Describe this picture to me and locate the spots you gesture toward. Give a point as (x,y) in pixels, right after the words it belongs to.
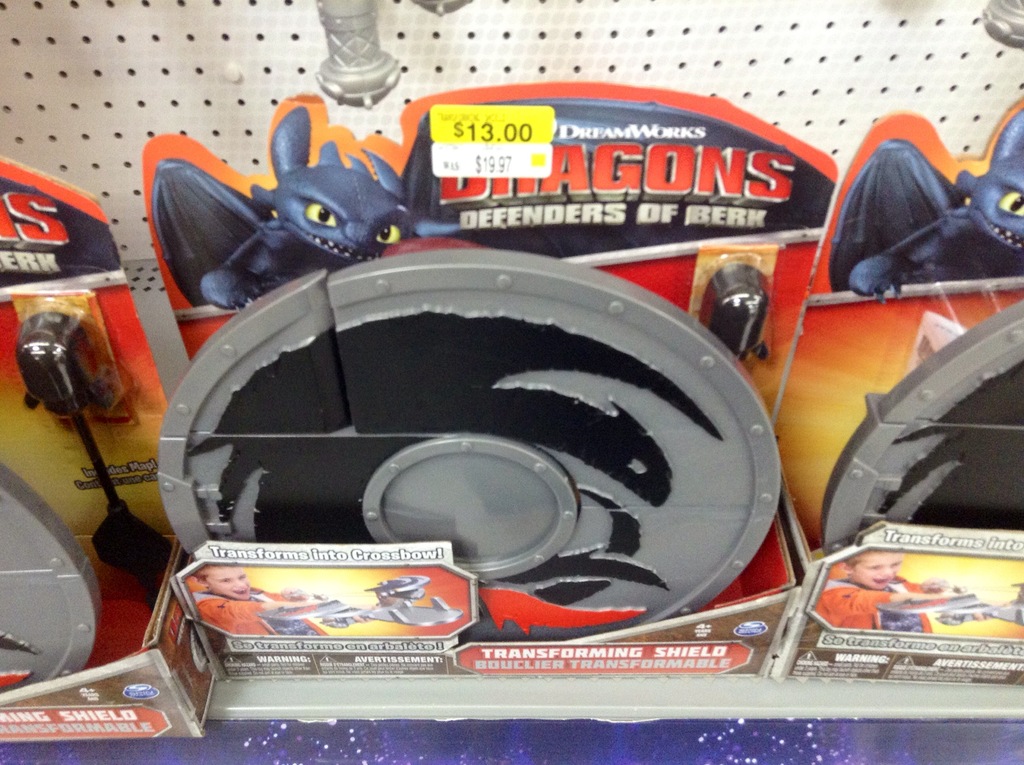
In this picture I can see the toys (454,338).
